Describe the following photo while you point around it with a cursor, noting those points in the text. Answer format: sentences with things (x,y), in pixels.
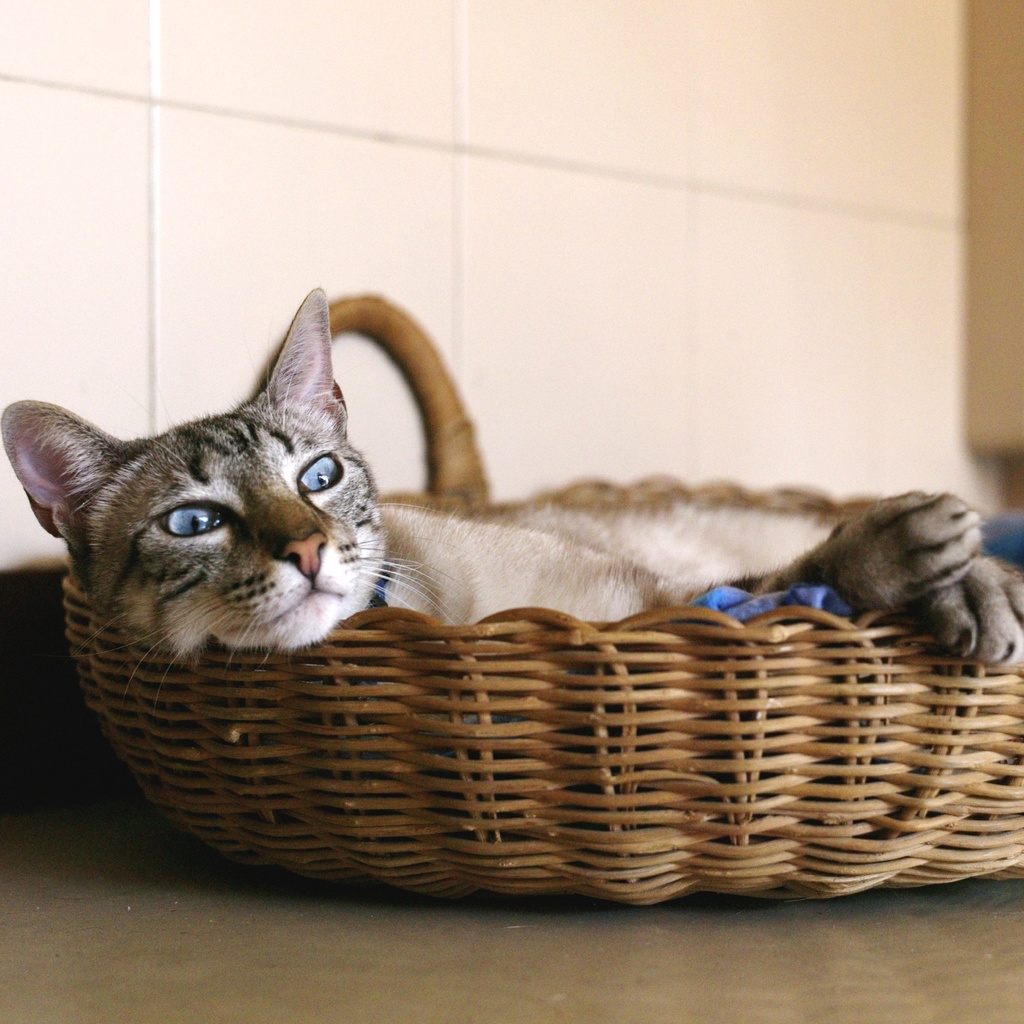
In this image there is a cat (425,527) in the basket (469,685). In the background (511,223) there is a wall (545,223).
